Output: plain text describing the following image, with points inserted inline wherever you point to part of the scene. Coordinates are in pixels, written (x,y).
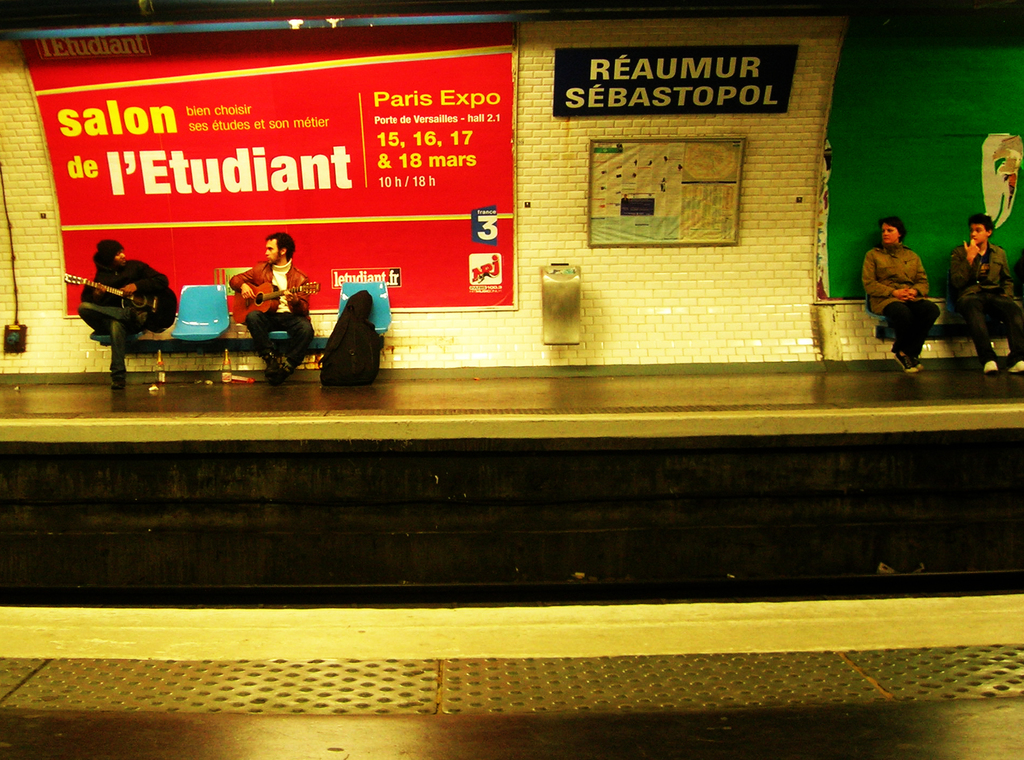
There are two musician (279,309) playing a guitar (111,294) and both sat on a chair (195,328). On the backside (346,181) there is a banner (316,155). On the right side (904,259) two person (909,278) sat on a chair (960,318) and both of them are looking to the musician (254,283). It's a platform (336,408).
